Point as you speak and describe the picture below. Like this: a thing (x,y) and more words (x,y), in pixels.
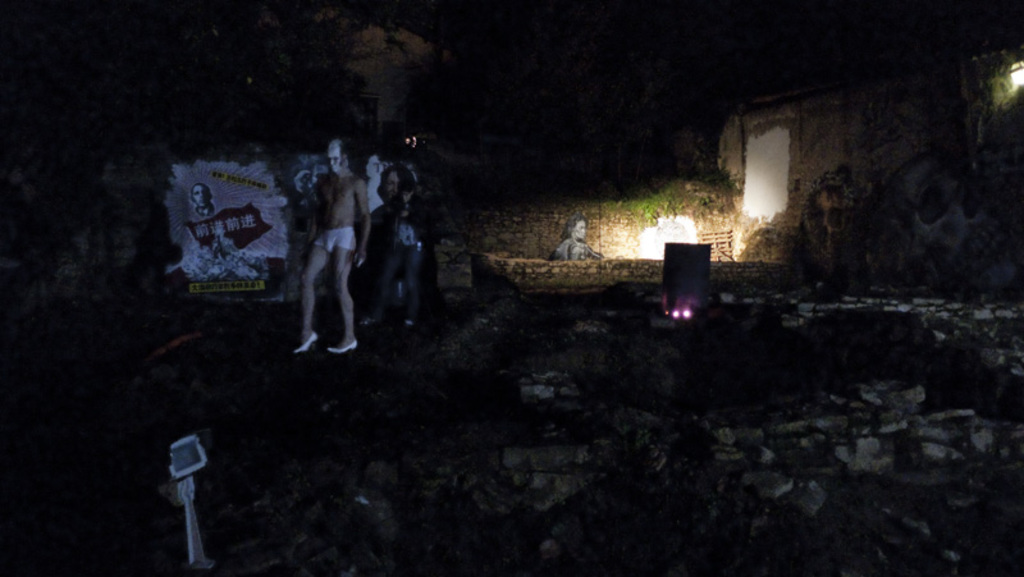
This is an image clicked in the dark. At the bottom of the image (616,499) there is a wall (955,459). In the background (331,247) I can see few people (383,216) are standing. At the back (257,208) there is a poster (219,213). In the background (663,229) I can see a light (676,233).
